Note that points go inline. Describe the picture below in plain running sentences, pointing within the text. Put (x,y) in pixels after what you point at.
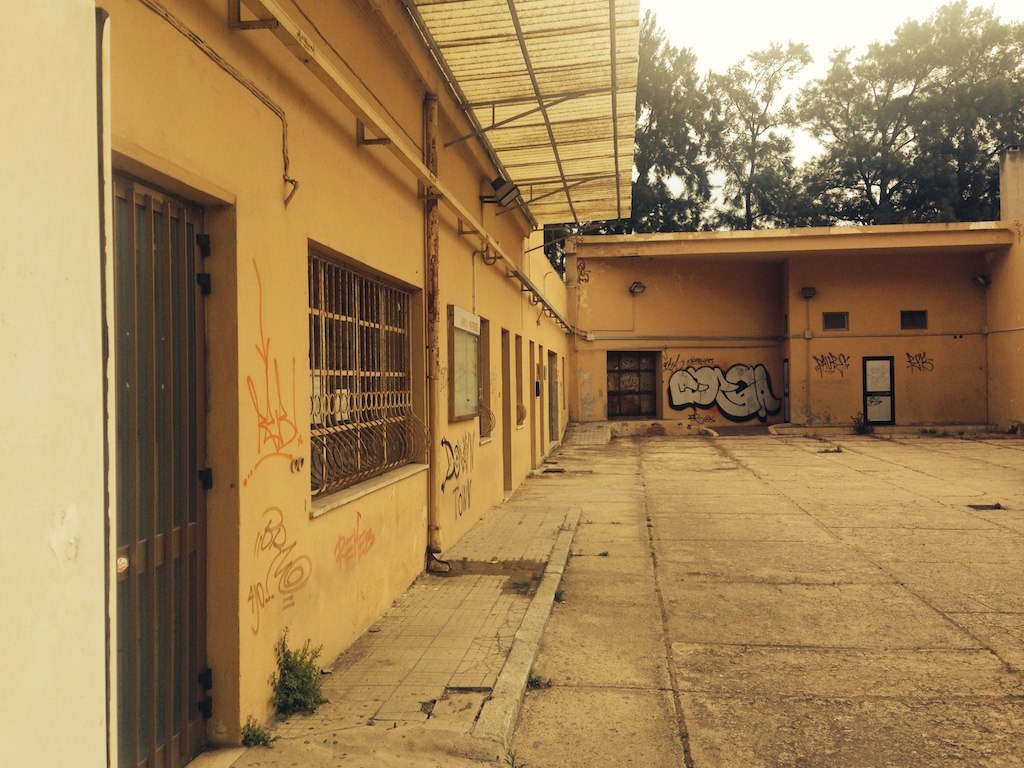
This is an outside view. On the left side (83,504) I can see a wall (231,441) along with the doors (129,445) and windows (363,385). In the background (857,150) there are some trees (857,128). At the top of the image (787,23) I can see the sky (756,20).
